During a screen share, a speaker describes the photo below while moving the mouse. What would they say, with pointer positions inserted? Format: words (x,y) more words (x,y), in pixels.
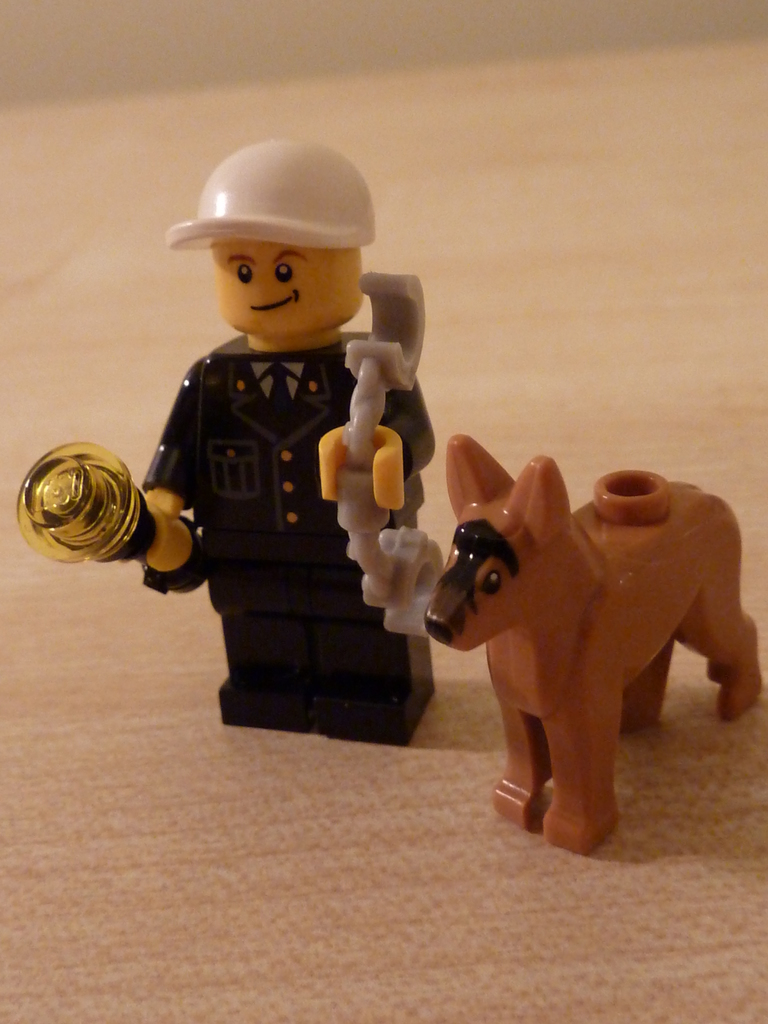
We can see toys (401,607) on the surface (274,899).
